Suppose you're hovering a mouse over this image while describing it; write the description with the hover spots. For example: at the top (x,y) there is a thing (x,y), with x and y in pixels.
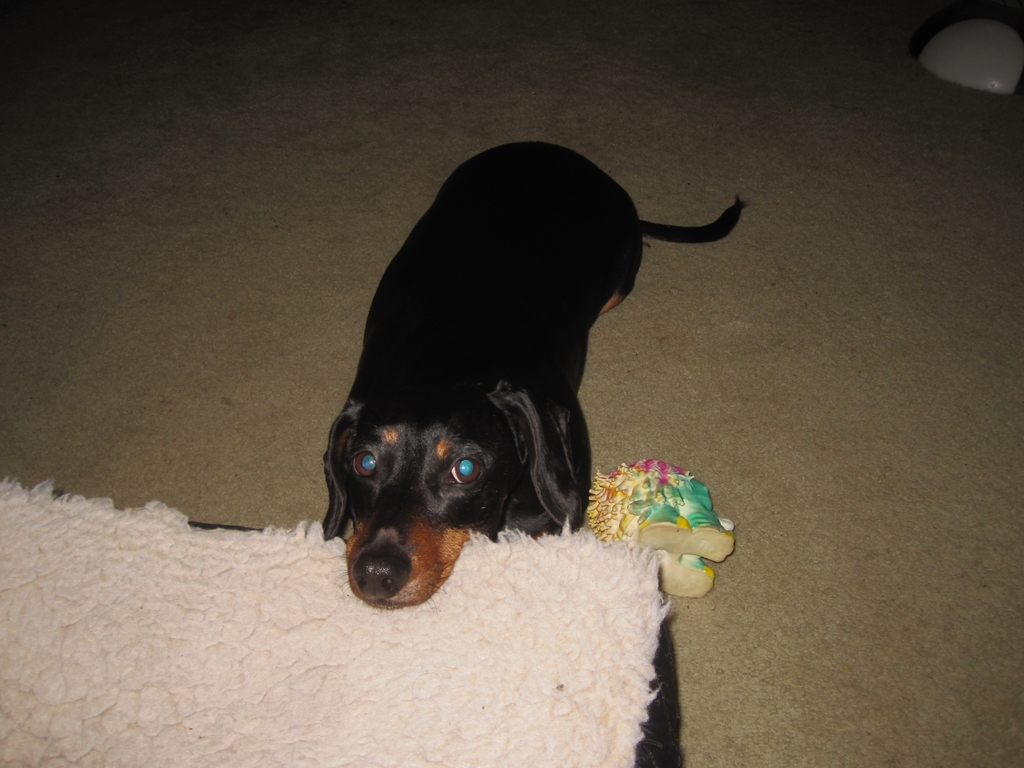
In this we can see a dog (419,526) and bed (629,598).
